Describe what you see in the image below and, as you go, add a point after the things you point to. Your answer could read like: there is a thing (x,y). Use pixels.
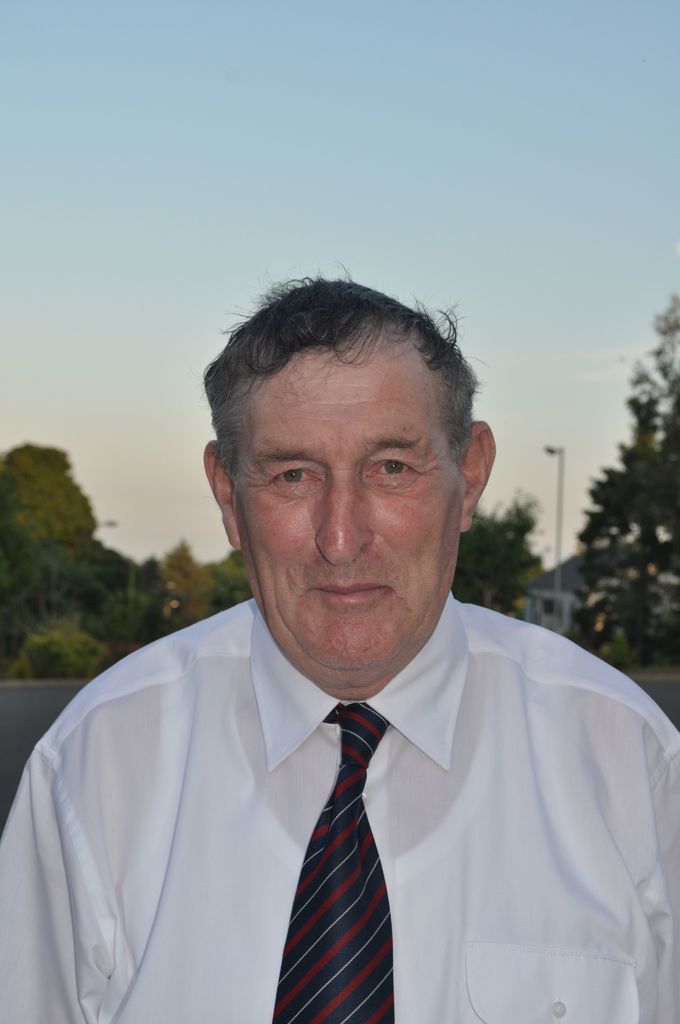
In this image we can see a man (277,472). In the background (479,536) there are trees (489,540), street pole (561,475), street light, building (568,598) and sky (387,211).
